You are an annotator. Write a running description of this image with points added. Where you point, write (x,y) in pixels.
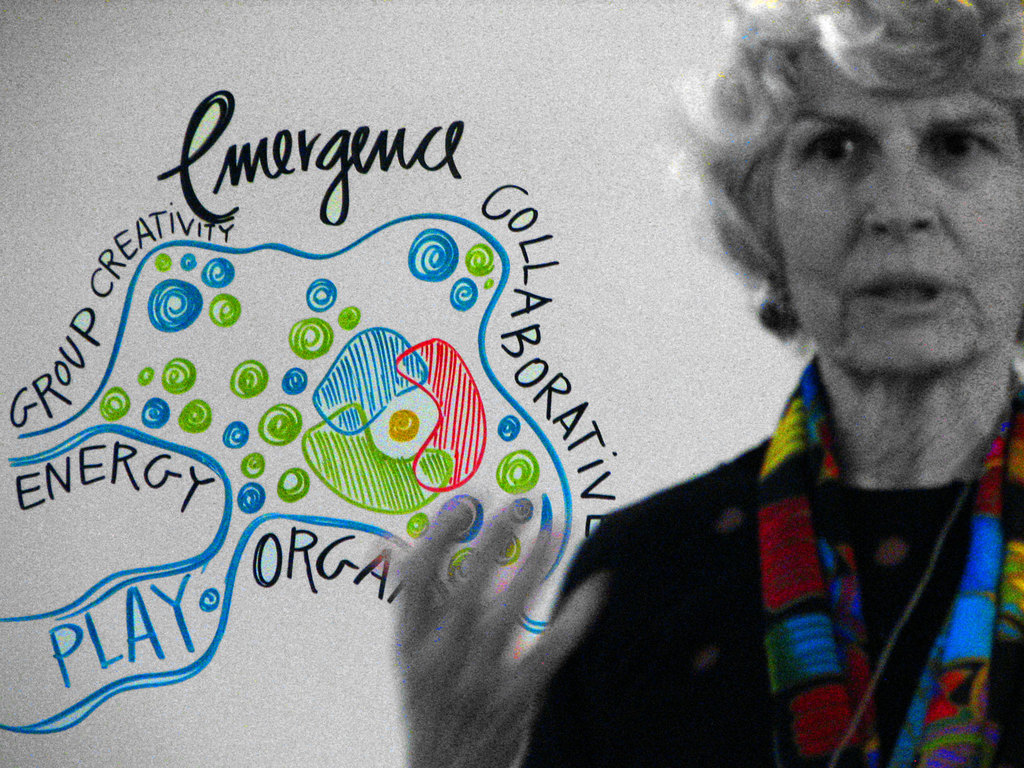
In this picture we can see a woman (748,719) and on the white surface (499,179) we can see drawing (483,237) and some text (385,153).
